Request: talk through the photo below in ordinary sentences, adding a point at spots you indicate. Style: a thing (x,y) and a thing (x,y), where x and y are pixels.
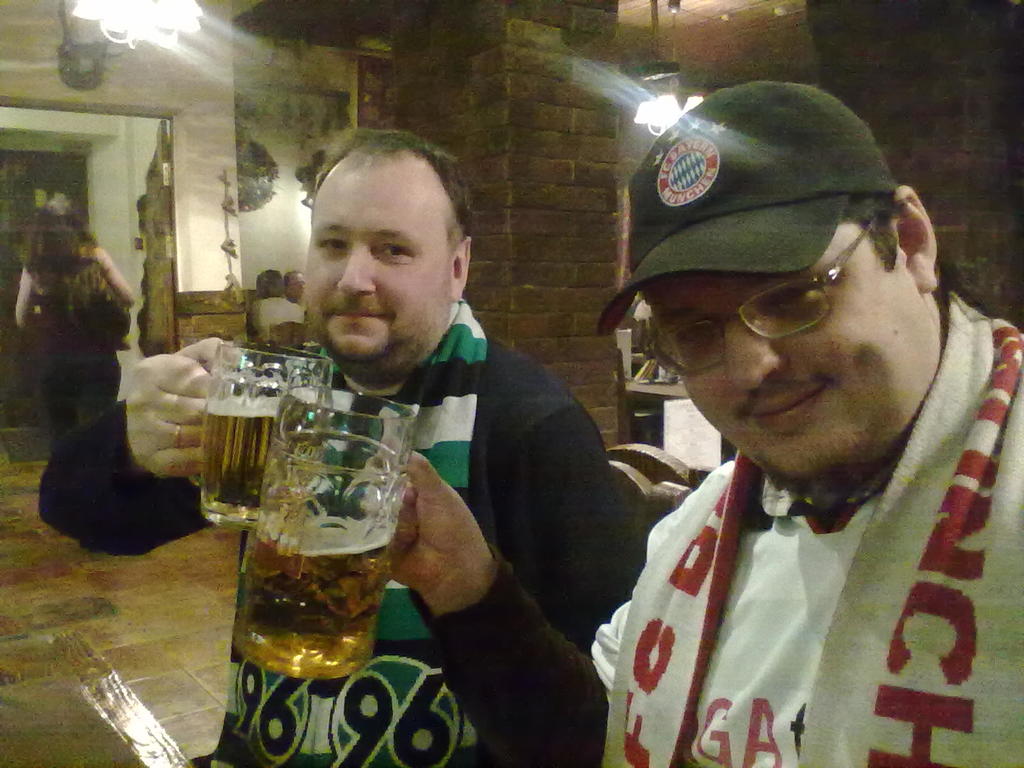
As we can see in the image there are five persons (63,326). The persons (590,419) who are sitting in the front (279,444) are holding glasses (260,513) in their hands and there is a white color wall (208,121) and light (123,40).
